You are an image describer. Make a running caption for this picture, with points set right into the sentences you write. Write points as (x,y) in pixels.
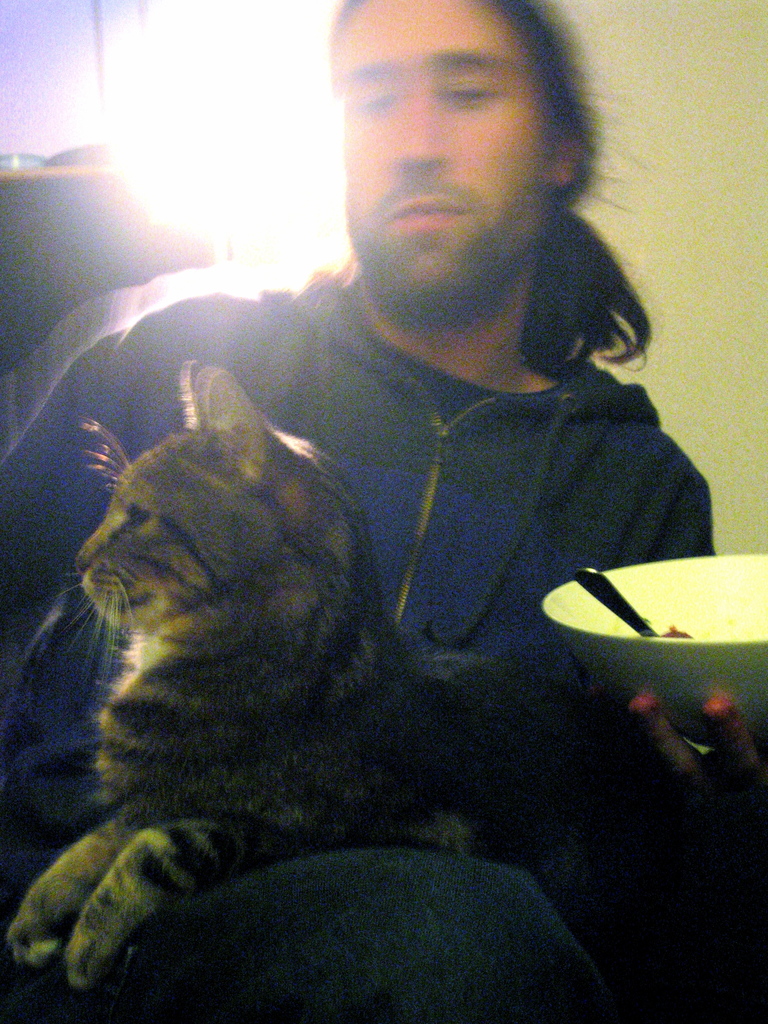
A man (419,274) is sitting with a bowl (690,681) in his hand (679,740). A cat (495,843) is sitting on him.
